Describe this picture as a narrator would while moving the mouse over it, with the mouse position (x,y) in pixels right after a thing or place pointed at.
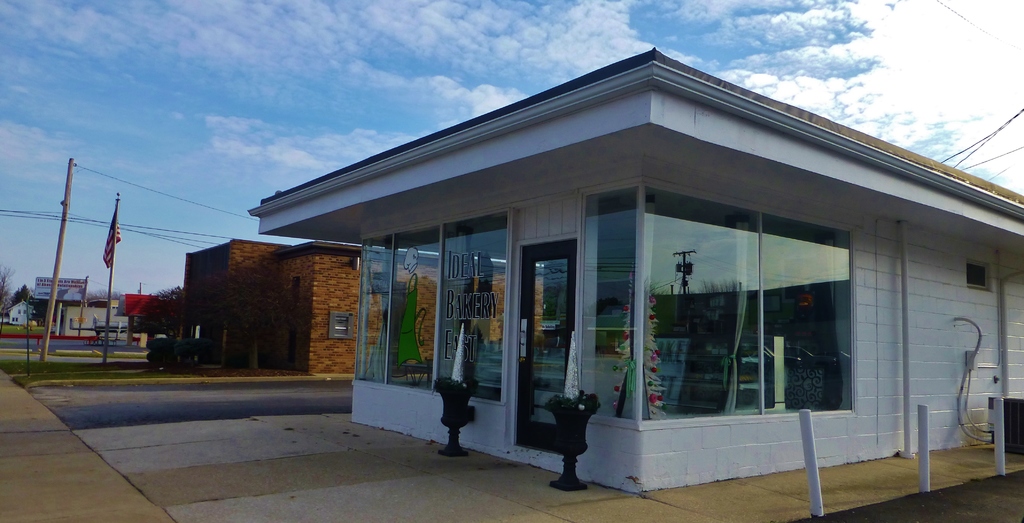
In this image, at the right side (902,412) there is a white color shop (737,205), there are two black color objects (447,420) on the ground (285,379), in the background (289,333) there is a house (309,326) and there is a pole (53,305), at the top (129,67) there is a blue color sky (188,110) and there are some white color clouds (317,67).
